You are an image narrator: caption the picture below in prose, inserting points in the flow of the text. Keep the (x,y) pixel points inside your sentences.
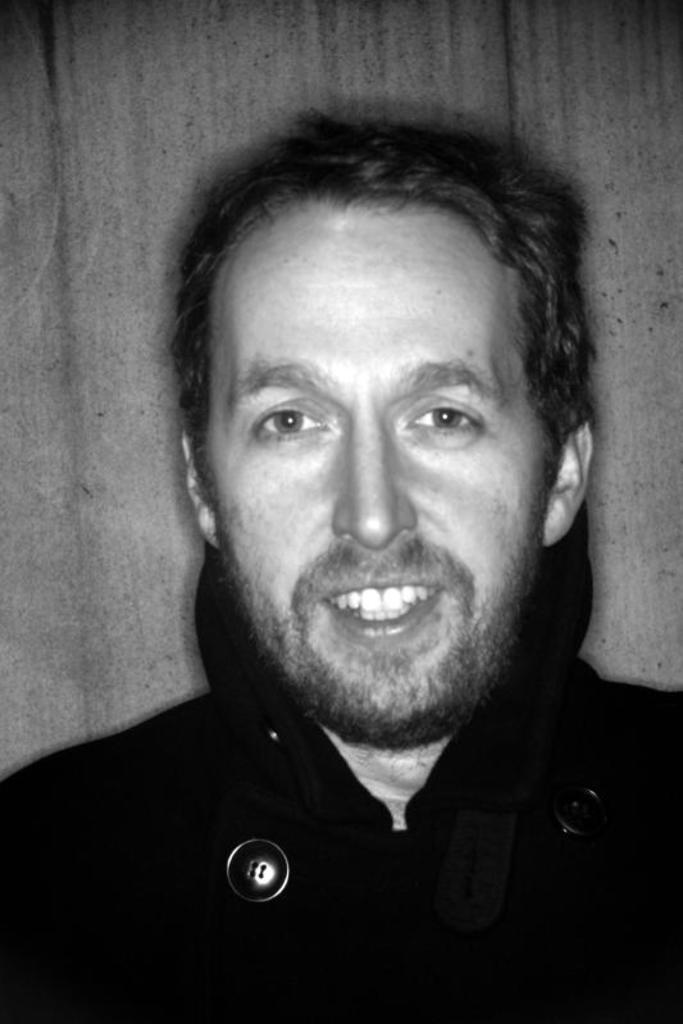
In the image we can see a man (424,857) wearing clothes (486,877) and the man (347,506) is smiling, this is a button (270,863).
